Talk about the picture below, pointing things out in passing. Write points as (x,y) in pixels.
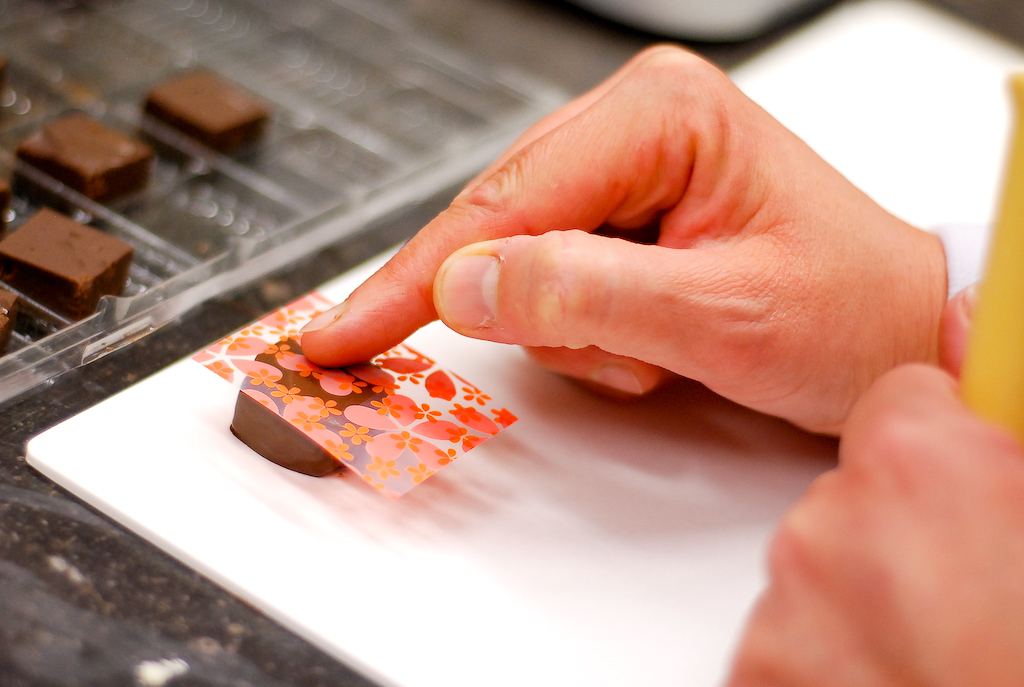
In this image we can see a person's hand (429,257) placing a decorative cover (313,399) on the chocolate (266,445). On the left (208,83) there are chocolates (110,280) placed on the tray (169,165). At the bottom (70,657) there is a table (98,622).
